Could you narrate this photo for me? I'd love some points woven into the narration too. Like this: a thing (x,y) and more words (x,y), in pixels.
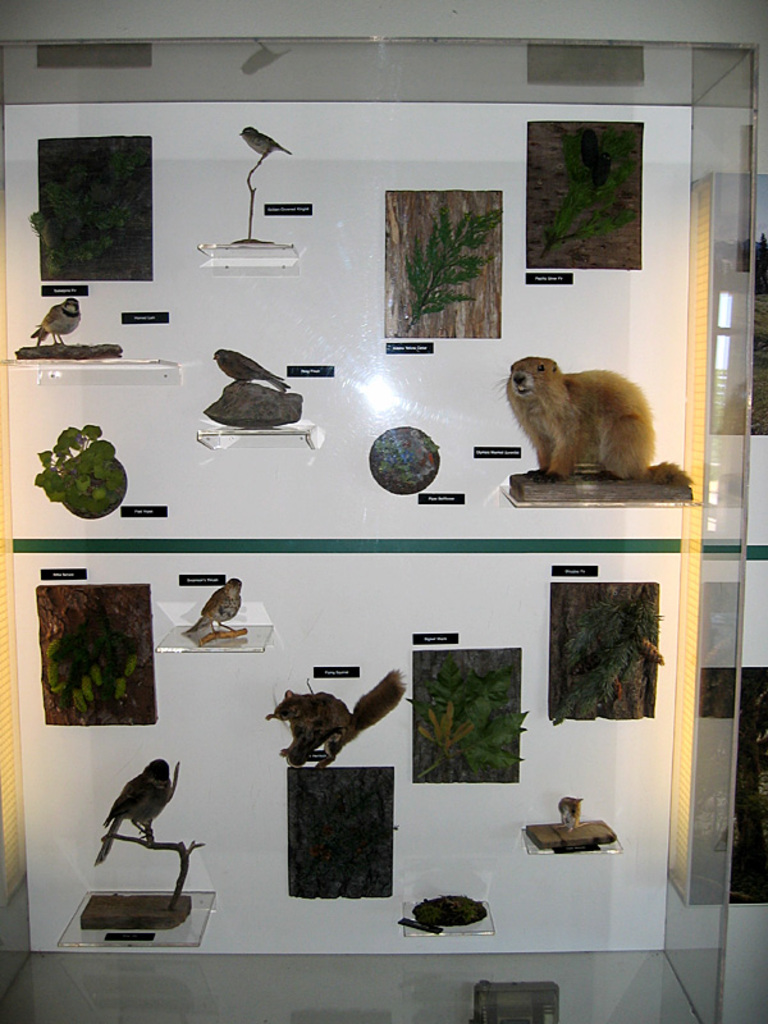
In this picture we can see posters (50,684) on the wall (517,218) and toys (55,315) of animals (568,382) and birds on shelves (574,844).
